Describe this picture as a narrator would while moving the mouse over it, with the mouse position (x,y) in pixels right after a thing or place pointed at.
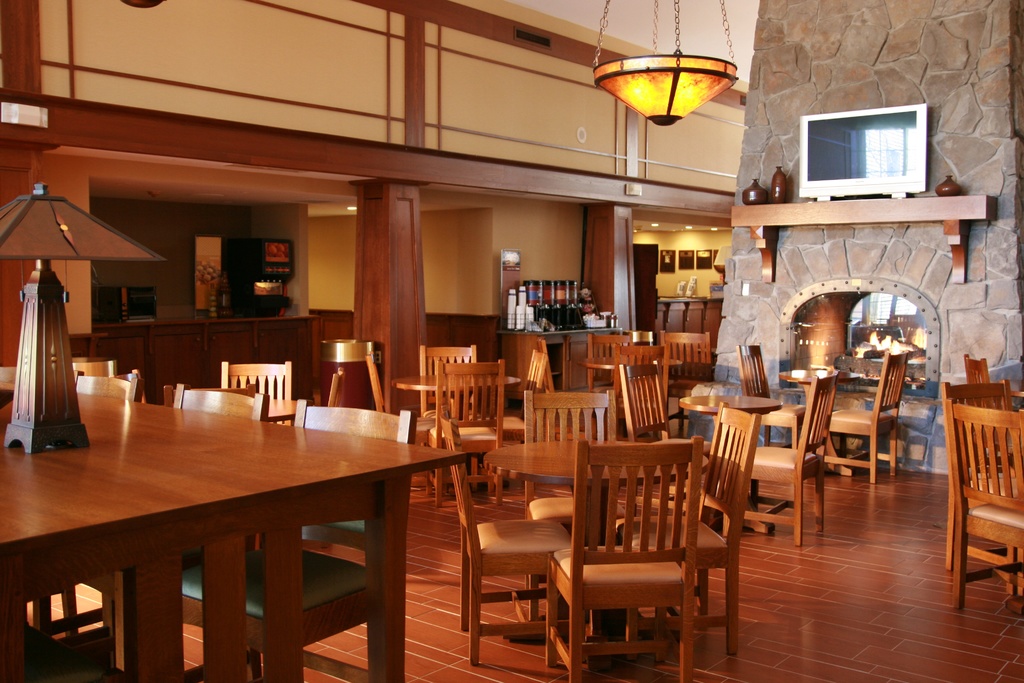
This is the inside view of a restaurant (664,508) where we can see tables (536,452) and chairs (582,500) are arranged. The walls (750,92) are in brown color. To the right side of the image (844,394) chimney (833,323) is there and one TV (855,160) is present. Middle of the image (531,320), on some table (522,353) some boxes (562,307) and containers (572,298) are there.
